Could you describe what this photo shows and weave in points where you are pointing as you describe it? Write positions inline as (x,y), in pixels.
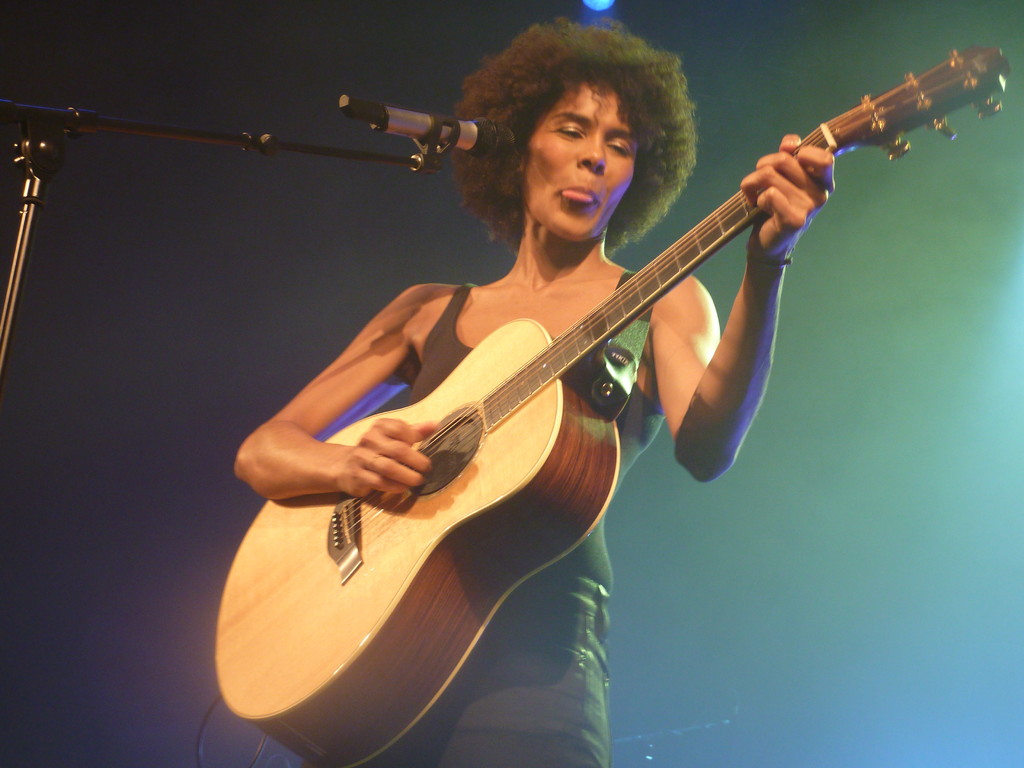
In the picture we can see a person (394,455) playing guitar (488,412) and there is microphone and in the background (326,316) there is dark view.
